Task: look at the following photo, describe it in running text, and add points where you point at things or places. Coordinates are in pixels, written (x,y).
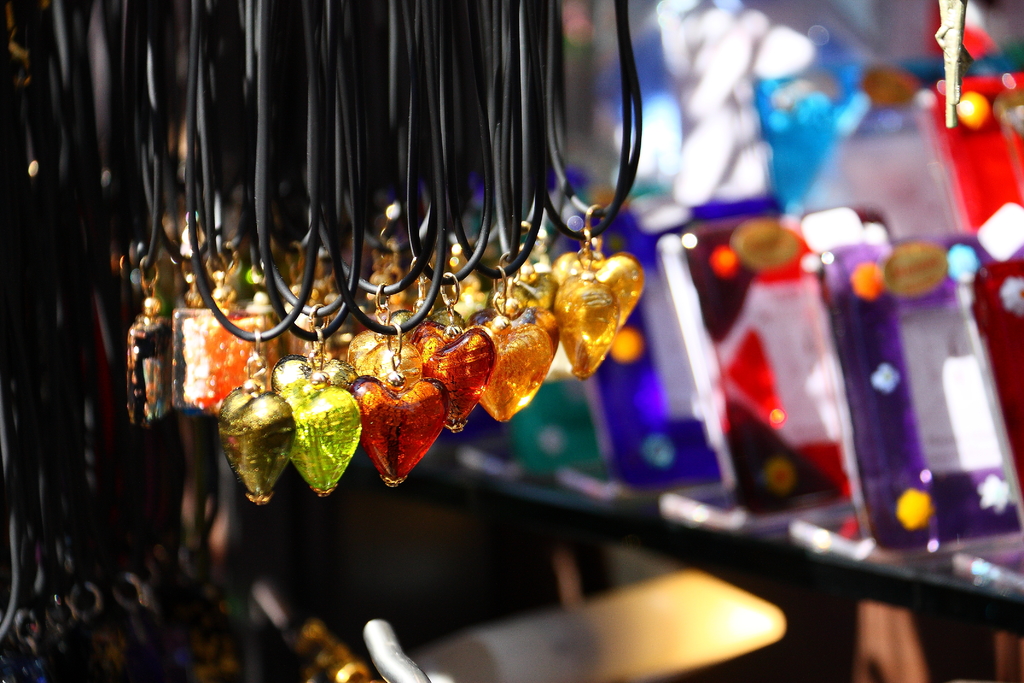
In this picture I can observe lockets (412,361) in the middle of the picture (436,385). These lockets (321,399) are in green, red and orange color.
